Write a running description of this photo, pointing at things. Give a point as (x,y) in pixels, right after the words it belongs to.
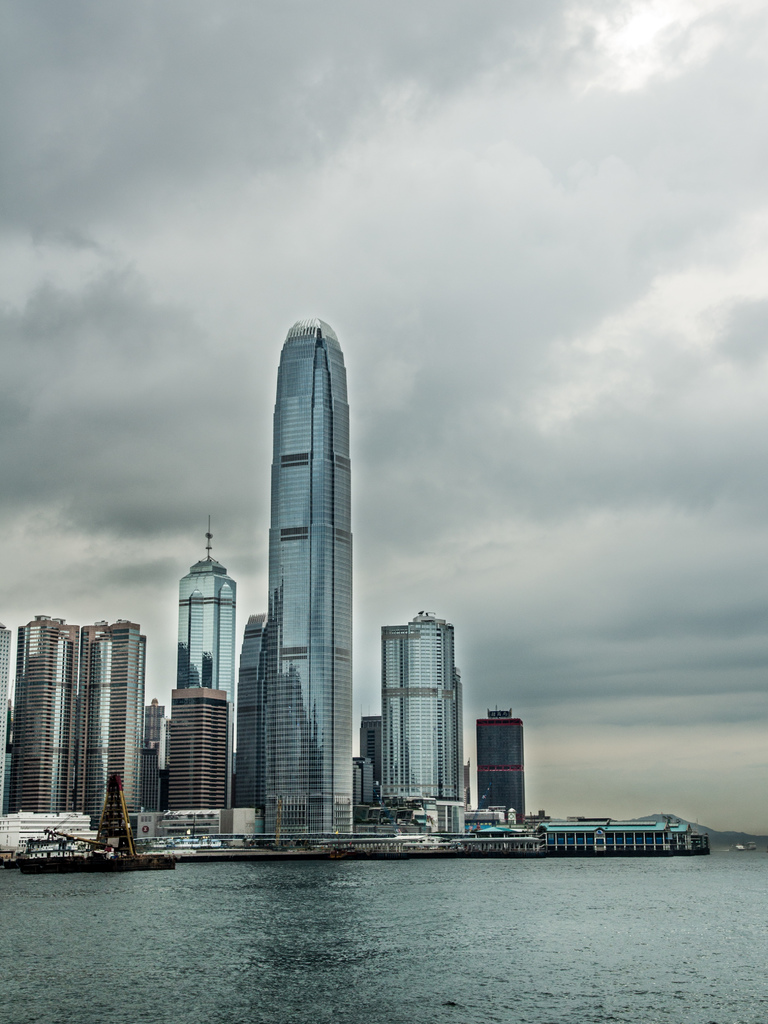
In this image there is a sea (652,890), on that sea (80,881) there are ships (76,854), in the background (270,826) there are buildings (315,682) and cloudy sky (696,338).
